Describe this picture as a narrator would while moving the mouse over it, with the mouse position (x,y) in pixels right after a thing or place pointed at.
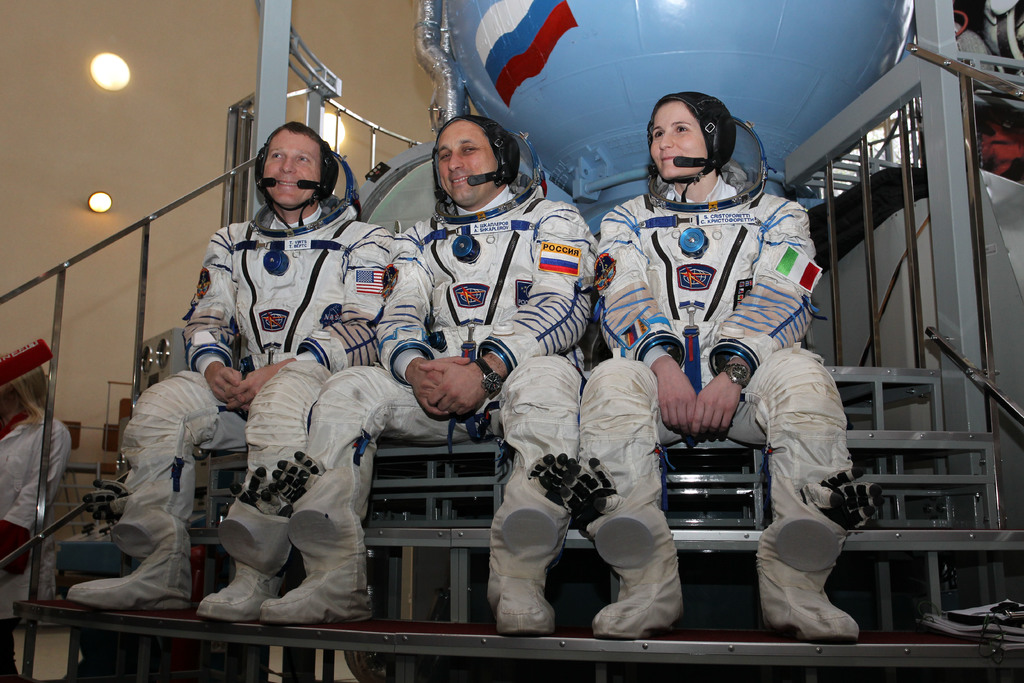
In this image, there are three people (486,380) sitting and smiling. In the background (742,56), It looks like a machine (846,79). On the left side of the image (21,430), there is a person (21,484) standing. At the top of the image (97,71), I can see the lights (108,79).
